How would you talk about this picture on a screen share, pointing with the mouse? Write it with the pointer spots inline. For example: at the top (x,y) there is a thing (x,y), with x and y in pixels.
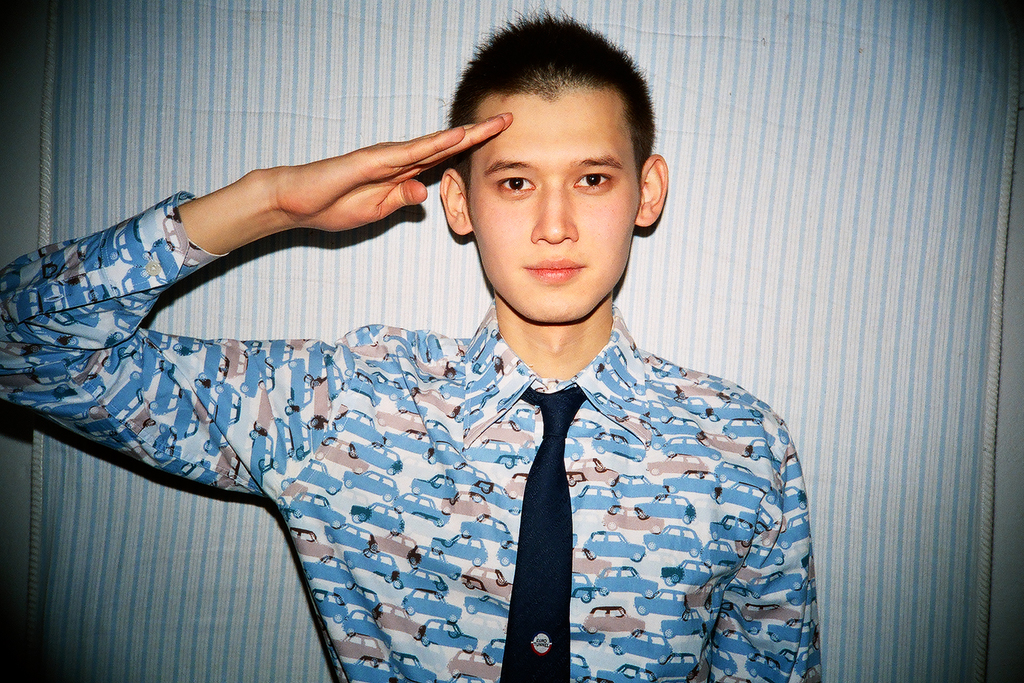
In this image I can see the person (507,382) wearing the blue, white and pink color dress (329,493). I can also see the tie (545,527). In the background (144,125) there is a blue and white color cloth (164,129) to the wall (21,115).
